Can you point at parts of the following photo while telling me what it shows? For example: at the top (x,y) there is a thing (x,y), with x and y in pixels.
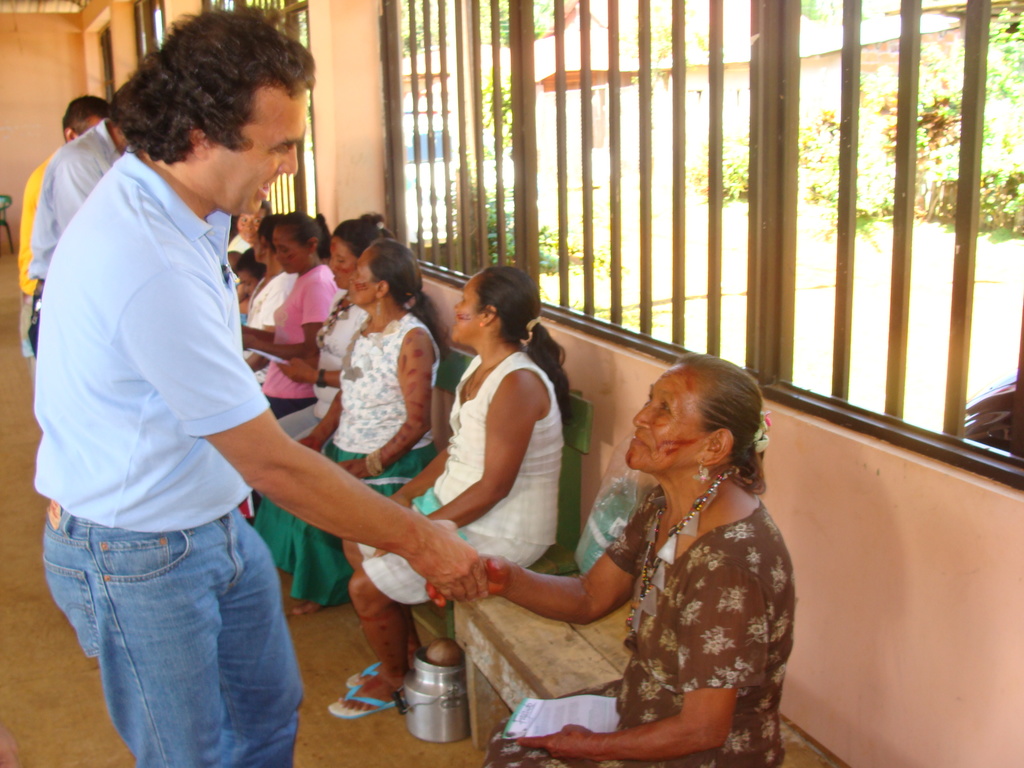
In this image we can see a few people (369,511), among them some people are standing and some people (444,458) are sitting on the benches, behind them, we can see the windows (671,215), from the windows (851,158) we can see some plants (889,173) and also we can see a chair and a can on the floor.
